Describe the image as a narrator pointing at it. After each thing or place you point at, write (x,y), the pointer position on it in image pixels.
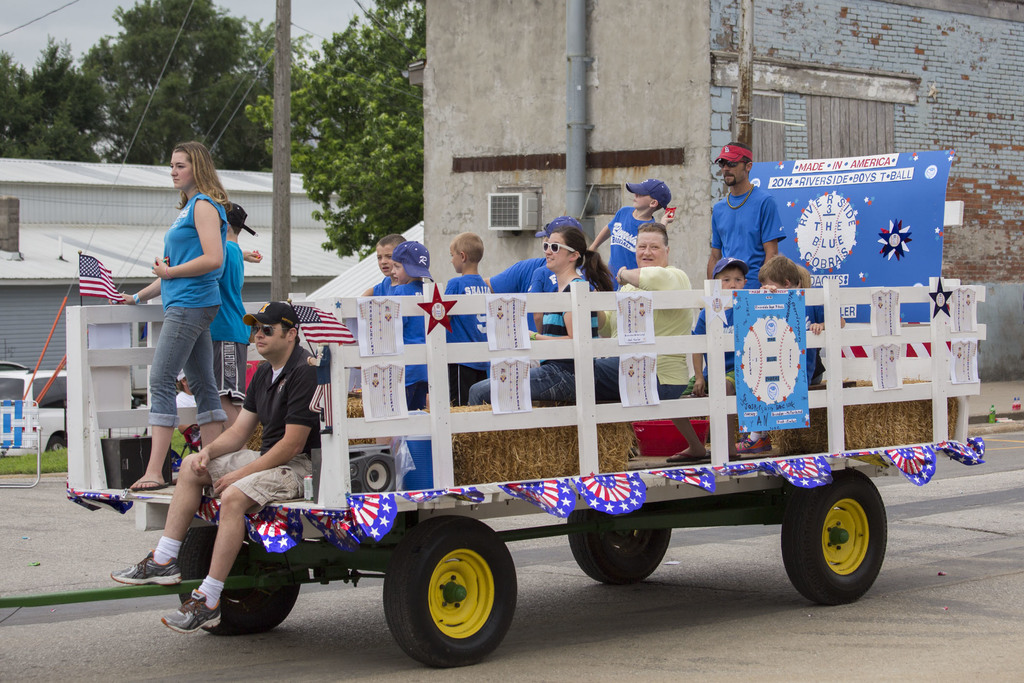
Here we can see few persons (279,495) on the vehicle (472,571). This is a road (767,628). In the background (24,15) we can see poles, buildings (425,183), trees (338,99), flag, and sky (326,30).
